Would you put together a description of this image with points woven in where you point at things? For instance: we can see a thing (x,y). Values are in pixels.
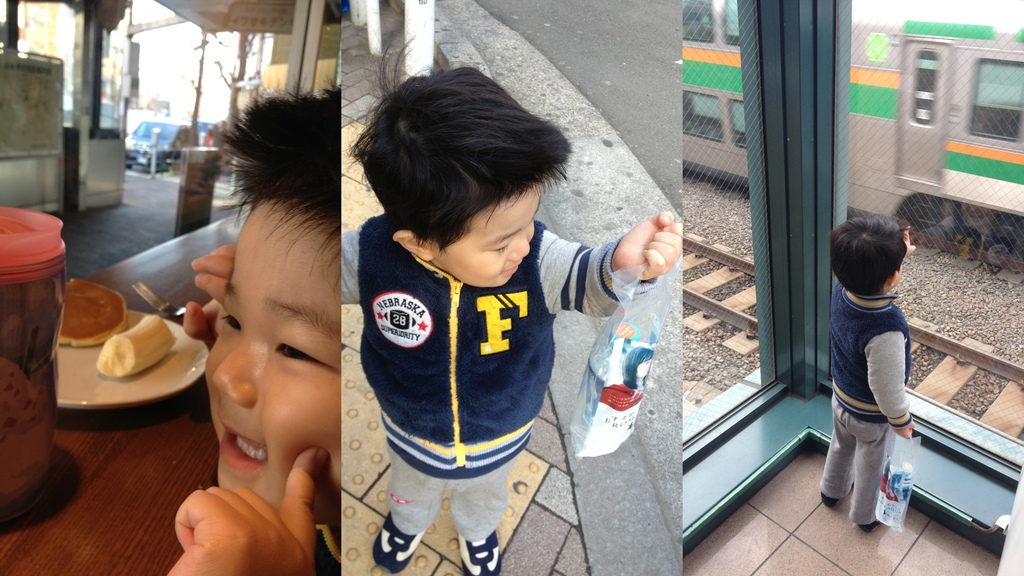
This image is a collage of one person (877,383). On the left (211,313) we can see a boy (223,395) smiling in front of the table (133,449) and on the table (76,444) we can see a jar (31,228) and some food items (122,364) on the plate (83,358). In the background (72,244) we can see a vehicle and also floor (149,234). In the center (614,245) there is a boy (538,381) holding a packet (619,370) and standing. On the right (857,319) the same boy (861,484) is standing near the fence (933,320) and behind the fence (808,112) we can see the train (950,166) on the track (956,381).
